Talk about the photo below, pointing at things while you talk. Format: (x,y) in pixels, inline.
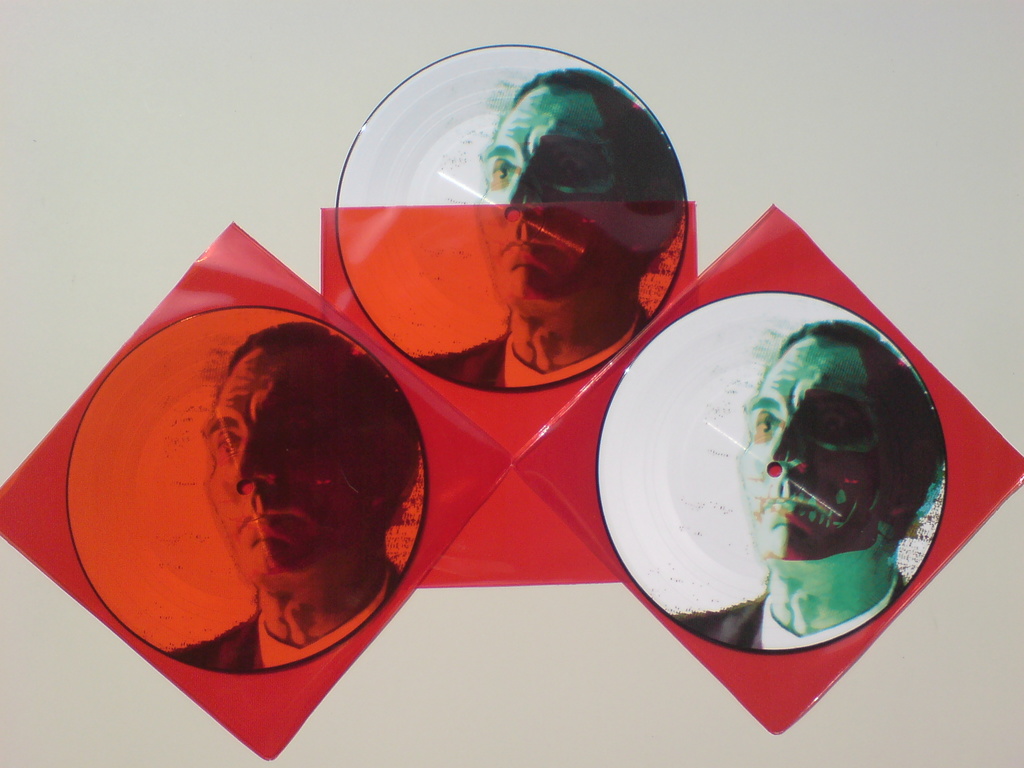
In this picture I can see red color covers (423,391) and circular shaped photos (581,290) of a person (565,291) on the wall (939,196).
